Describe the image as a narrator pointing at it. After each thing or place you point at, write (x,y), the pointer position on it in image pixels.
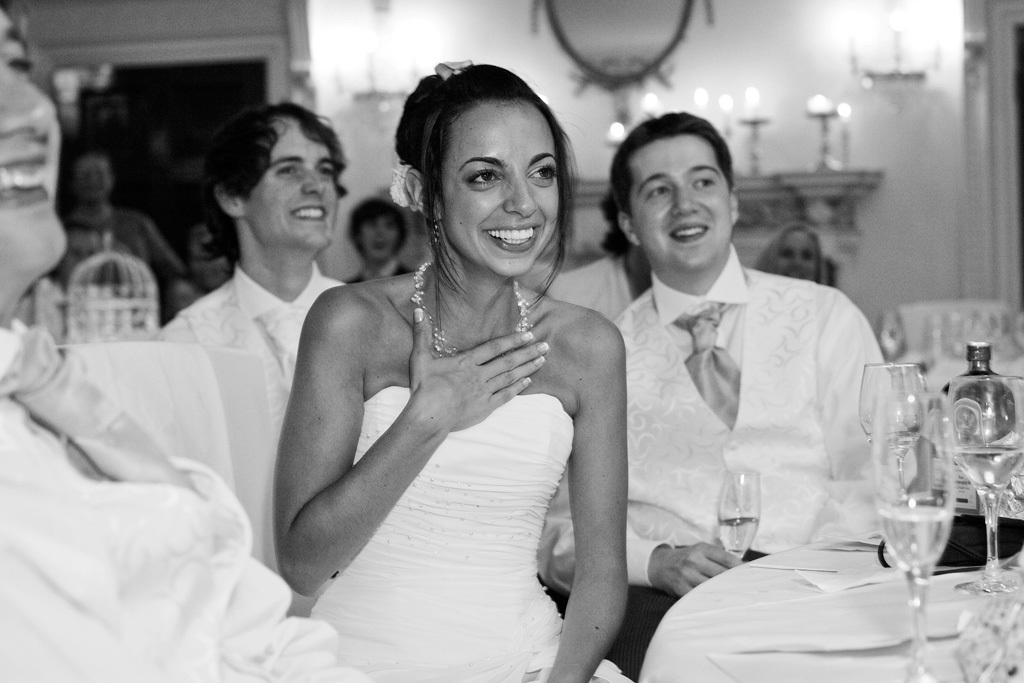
This picture is of inside. In the foreground (415,415) we can see the group of persons (433,371) sitting on the chair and smiling. On the right corner (824,568) there is a table (760,634) on the top of which a bottle (959,409) and some glasses (918,424) are placed. In the background (800,12) we can see the wall (793,26) and candles (826,105) placed on the top of the table (813,172) and some group of persons (390,236).
